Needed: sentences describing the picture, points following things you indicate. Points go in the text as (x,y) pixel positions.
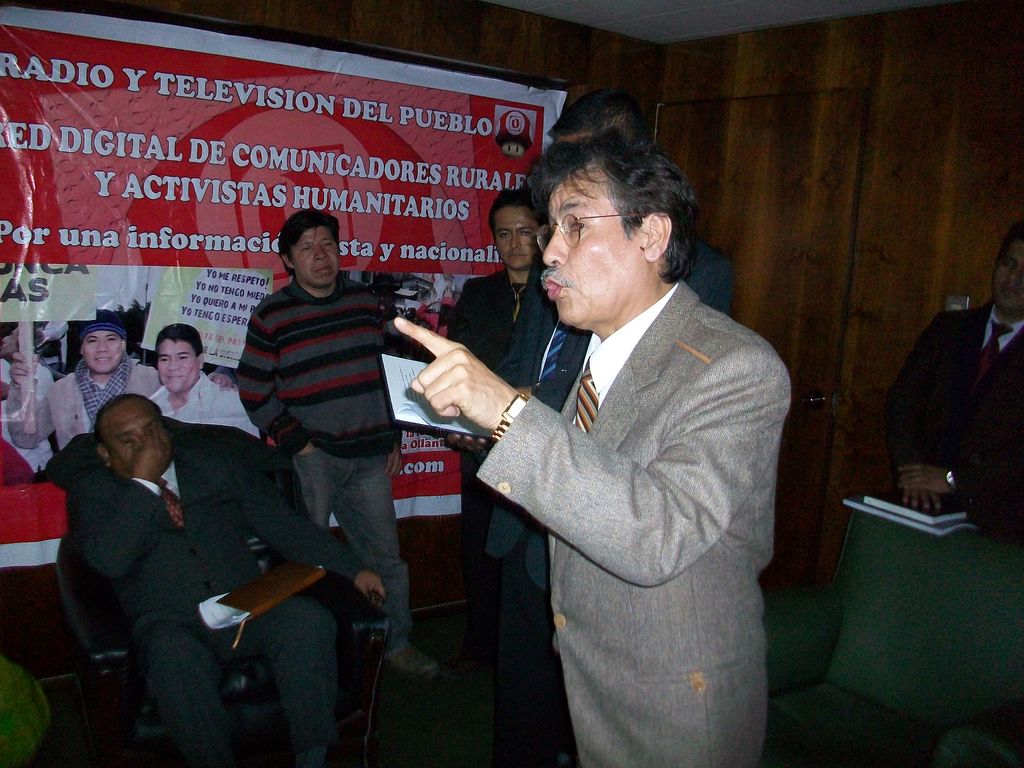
In the center of the image (536,447) we can see a man (707,377) is standing and holding a paper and explaining something. In the background of the image (556,408) we can see some persons (546,386) are standing and a man (224,500) is sitting on a chair (96,443) and also we can see the wall (675,100), banner (395,208). At the top of the image (667,28) we can see the roof (692,18). At the bottom of the image (421,678) we can see the floor (421,678).
